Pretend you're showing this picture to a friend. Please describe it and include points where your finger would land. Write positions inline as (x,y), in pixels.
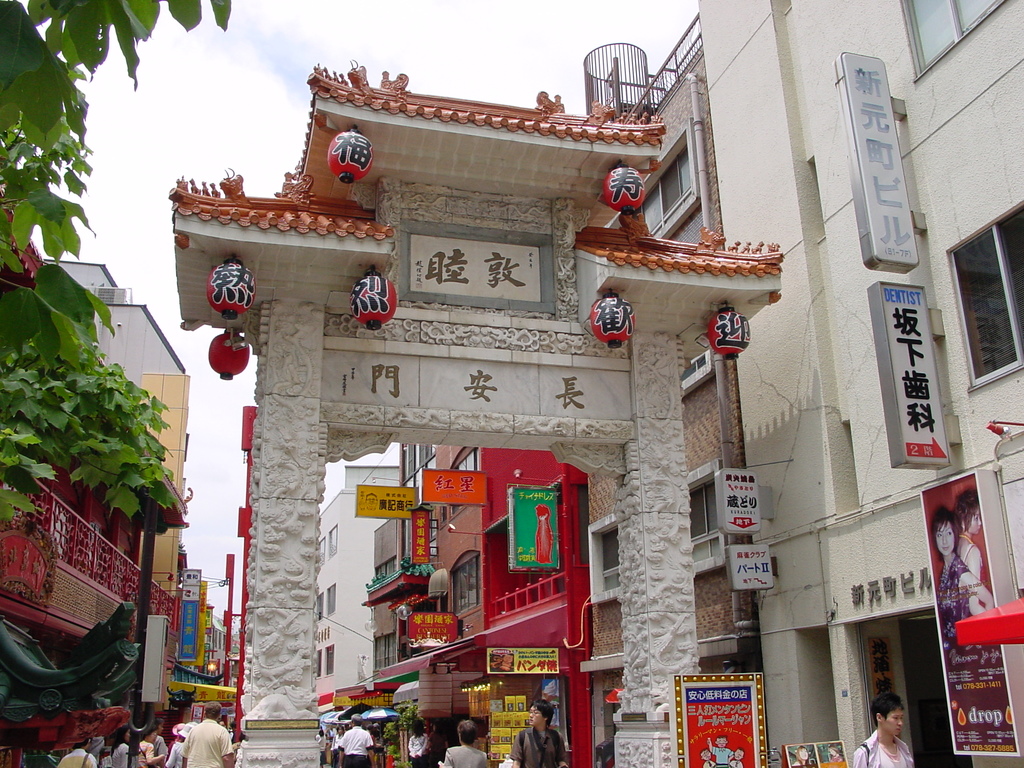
In the center of the image (359,431) there is a arch (664,451). There are people (334,737). To the right side of the image (830,659) there are buildings (611,675). There are advertisement boards (889,88). To the left side of the image (114,405) there is a tree (30,150). To the top of the image (236,44) there is sky (386,46) and clouds (199,111).
